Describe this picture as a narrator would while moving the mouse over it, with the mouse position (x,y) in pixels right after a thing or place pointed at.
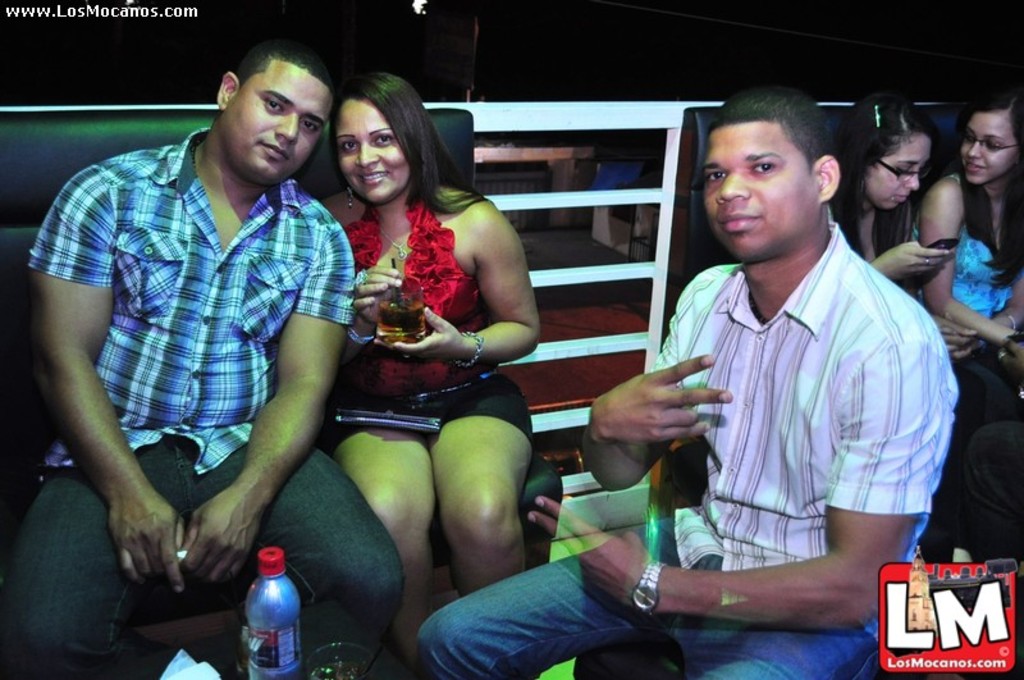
In this picture I can see there are five people (403,345) sitting here and one woman (403,473) is holding a drink (406,315), there is a glass (410,330) in her hand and in the backdrop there is railing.
